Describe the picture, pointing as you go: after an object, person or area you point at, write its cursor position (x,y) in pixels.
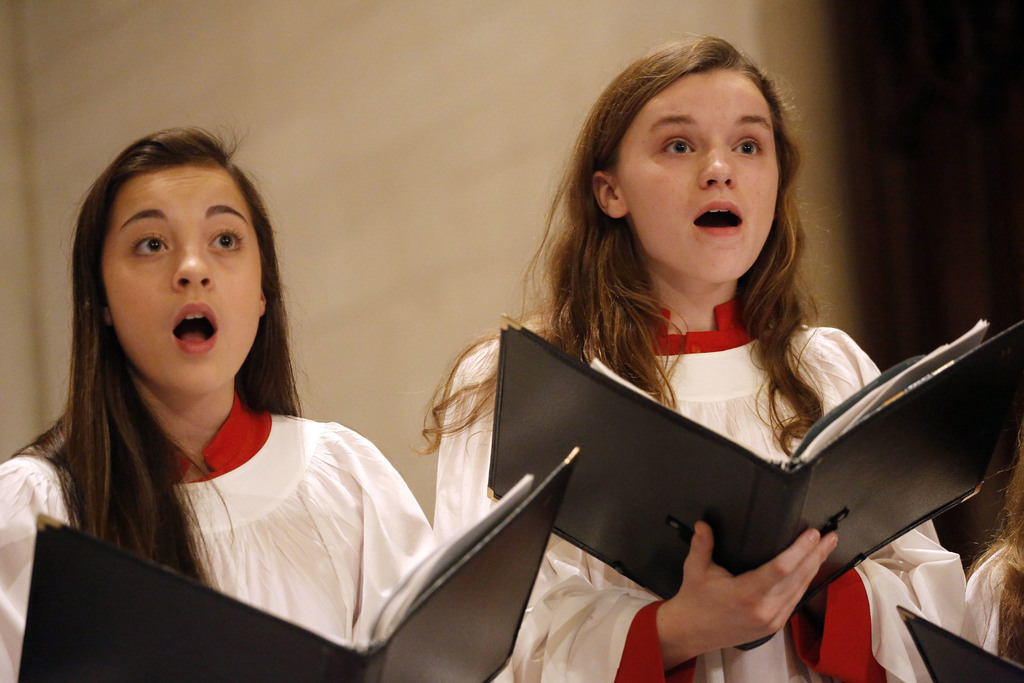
In this image we can see group of women (809,530) standing and holding files (174,591) in their hands (688,606). At the top of the image (367,82) we can see the wall (743,31).
